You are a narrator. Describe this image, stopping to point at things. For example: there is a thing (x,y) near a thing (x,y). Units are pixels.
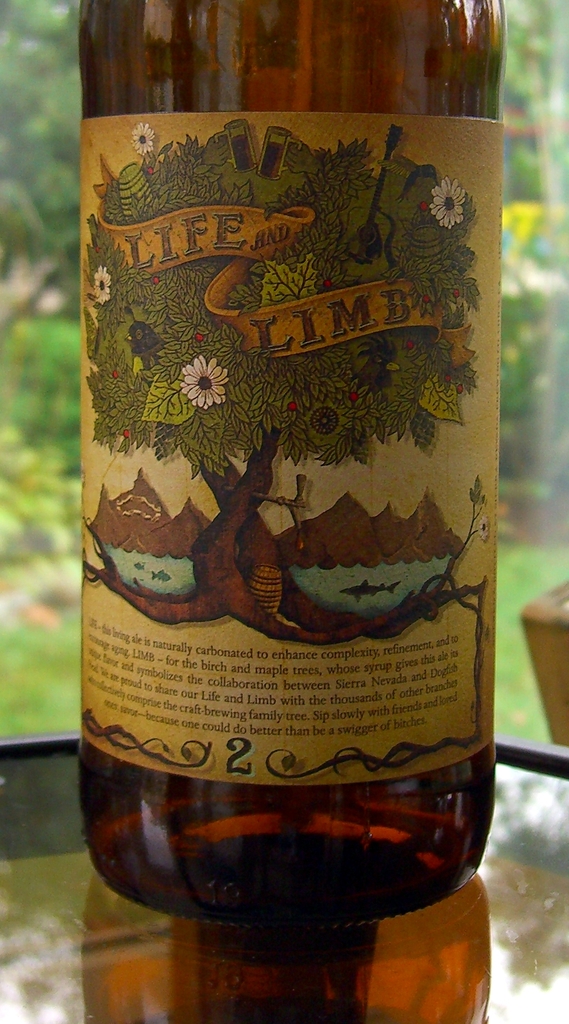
There is a bottle (313,438) on a table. The bottle (497,548) has a different types of sticker (452,414). we can see in the background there is a tree (78,423).
